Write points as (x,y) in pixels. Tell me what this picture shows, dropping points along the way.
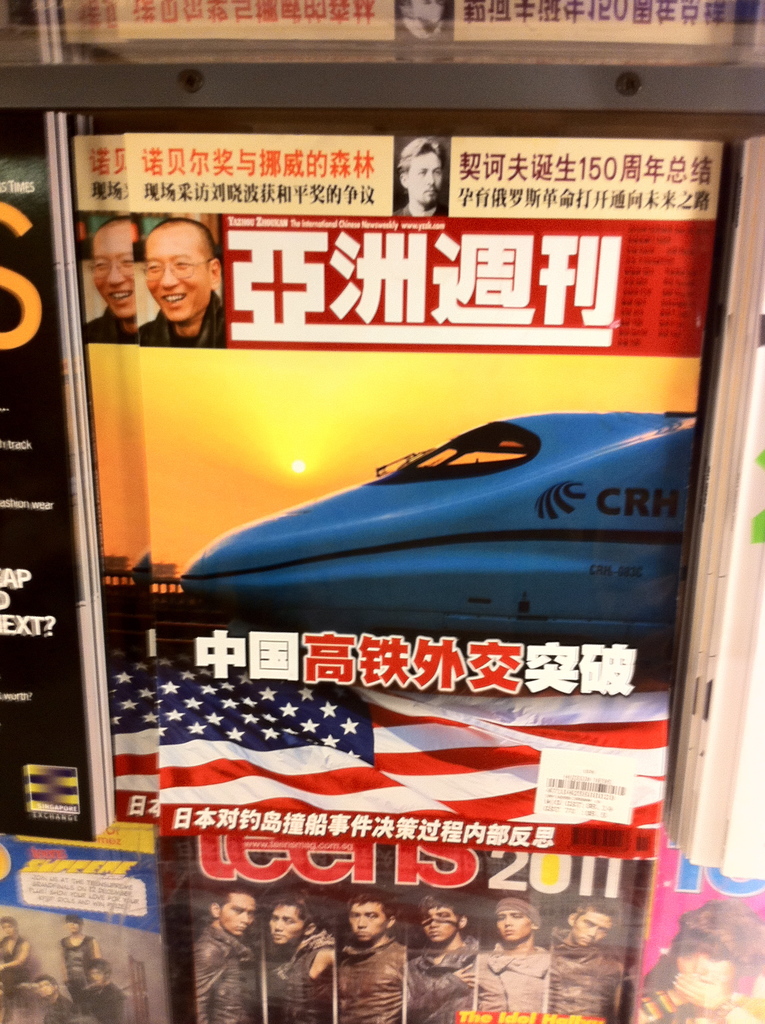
In the picture we can see some posts (374,378) which are in different languages.
